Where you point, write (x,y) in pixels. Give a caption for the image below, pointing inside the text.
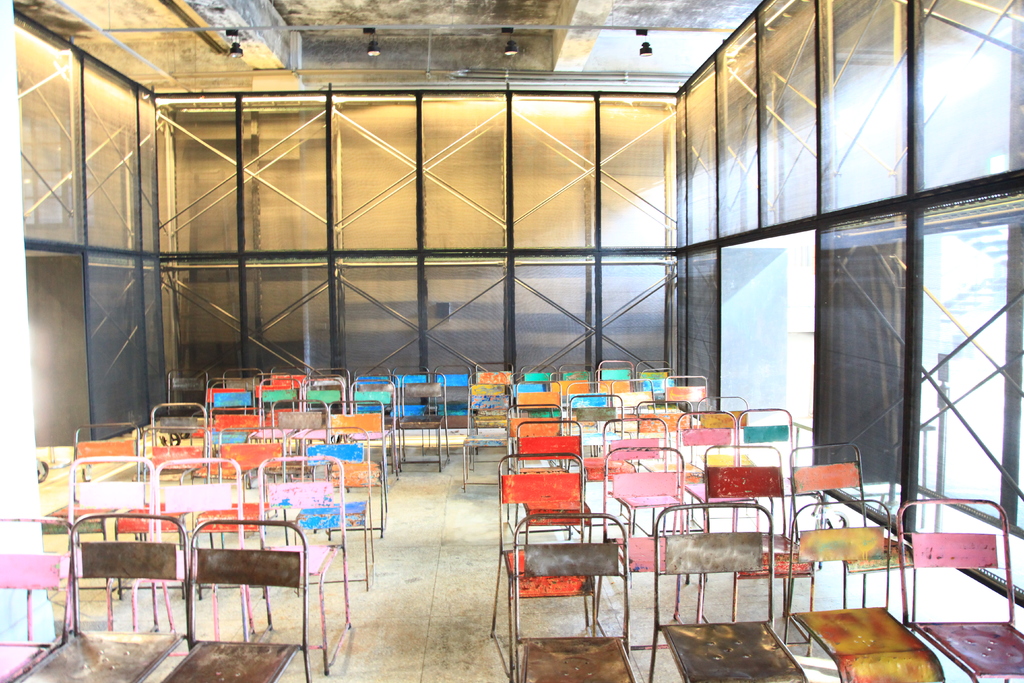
In this image at the bottom (170,482) there are a group of chairs (834,556), and in the background (345,189) there is a wall (177,226) and some poles (169,128) and lights (372,37).
